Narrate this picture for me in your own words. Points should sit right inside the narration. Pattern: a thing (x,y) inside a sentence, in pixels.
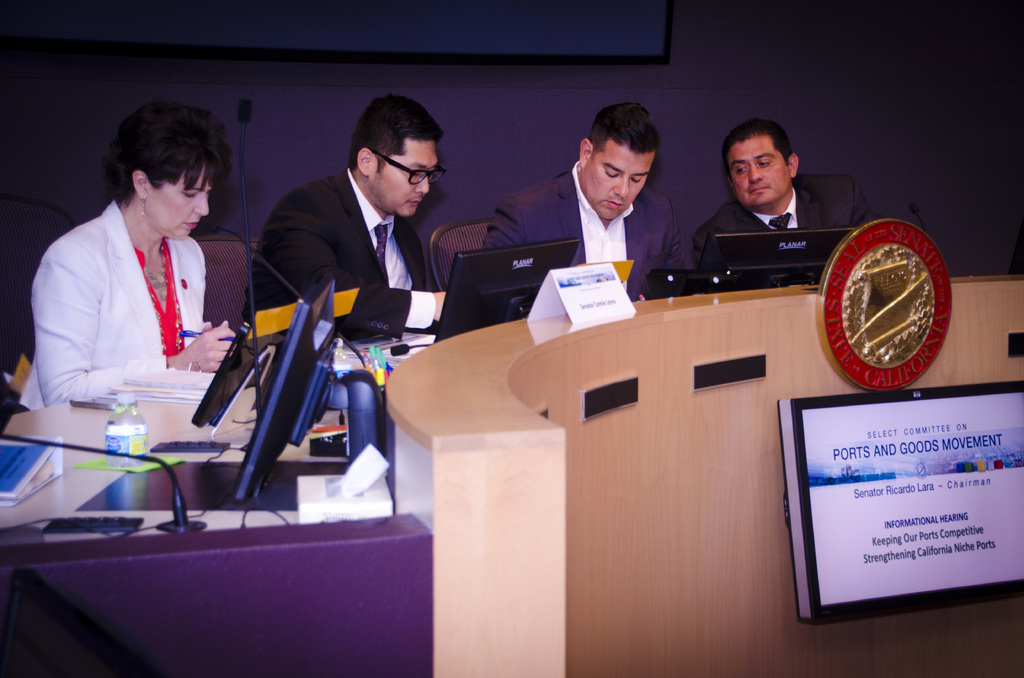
This image is taken in a room (396,613). In this image there are four people (492,223) sitting on the chairs (447,234), a woman (166,207) and three men (404,252). In the middle of the image (577,407) there is a table (296,555) with many things (355,353) on it. In the background (285,108) there is a wall (963,241). In front of the table (640,453) there is a board (833,460) with text (968,546) on it and a badge (944,305). In the left side of the image (171,300) a woman (88,326) is sitting on the chair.
